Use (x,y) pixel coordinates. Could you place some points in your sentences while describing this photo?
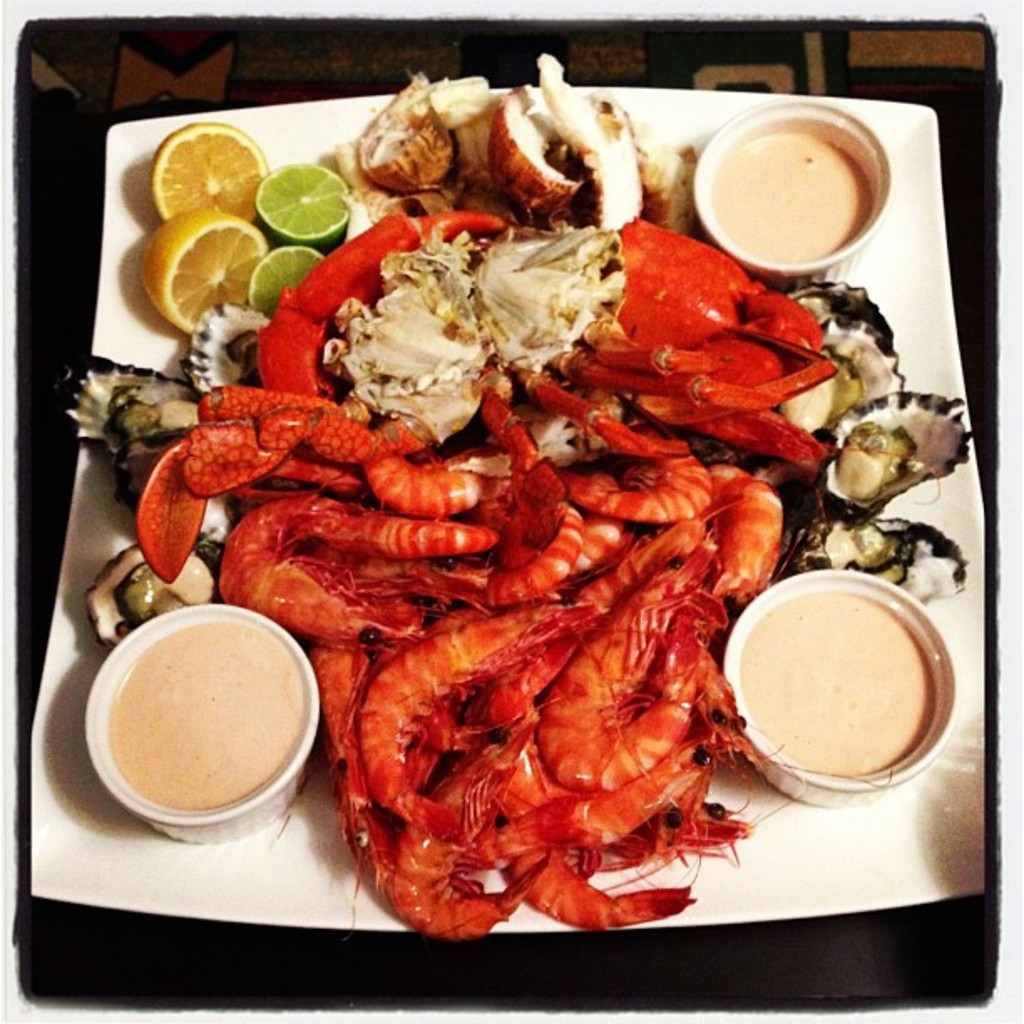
In this picture, we can see some food items (602,381) served in a plate (963,867), and we can see the background.
